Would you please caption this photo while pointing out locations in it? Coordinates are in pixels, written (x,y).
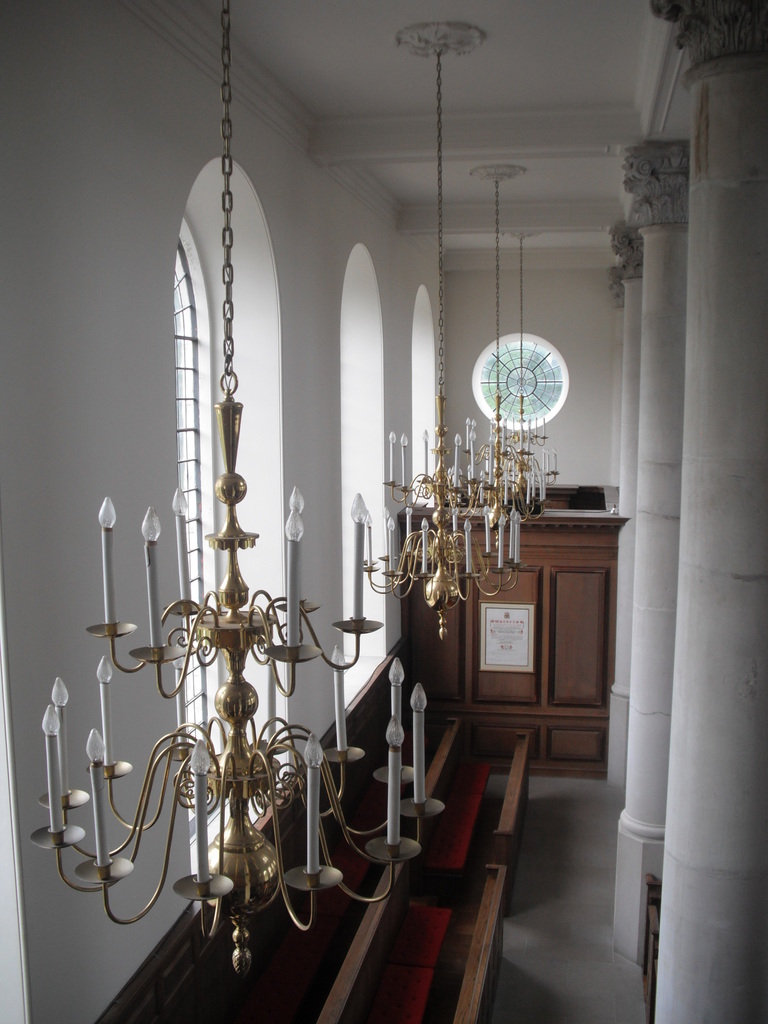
In the center of the image (413,575) there are candle stands (453,556) hanging from the ceiling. On the right side of the image (685,306) there are pillars (637,553). On the left side (125,173) there is a wall (279,559) and windows (192,523). At the bottom (258,1010) there are chairs (260,972).
